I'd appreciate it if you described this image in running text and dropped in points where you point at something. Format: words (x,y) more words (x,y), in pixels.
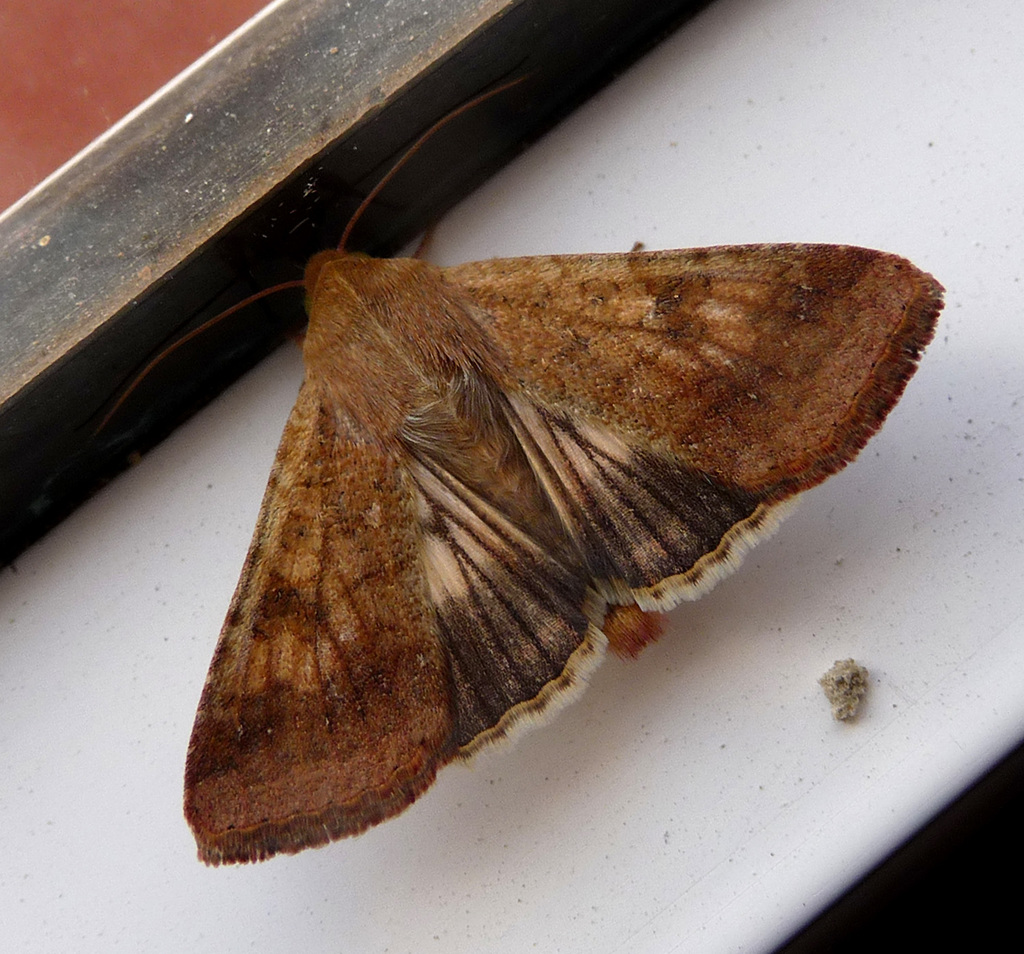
In this image I can see white colour thing (525,195) and on it I can see a brown colour insect (392,449). On the top left side of the image (169,94) I can see a black colour thing (318,223) and on the bottom right side (834,665) I can see a stone like thing (853,676).
